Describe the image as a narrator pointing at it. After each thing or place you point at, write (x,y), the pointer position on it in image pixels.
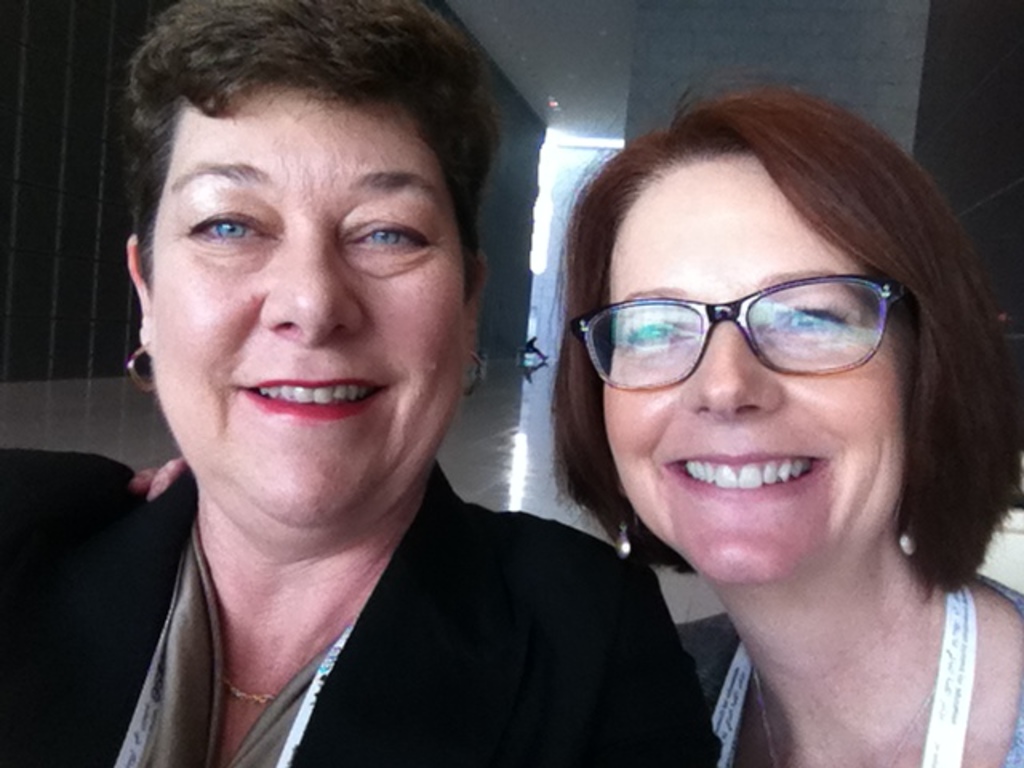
In this picture we can see two women (449,485) are smiling in the front (711,518), a woman (648,501) on the right side (768,343) is wearing spectacles (782,336), in the background (791,81) there is a wall (760,70).
